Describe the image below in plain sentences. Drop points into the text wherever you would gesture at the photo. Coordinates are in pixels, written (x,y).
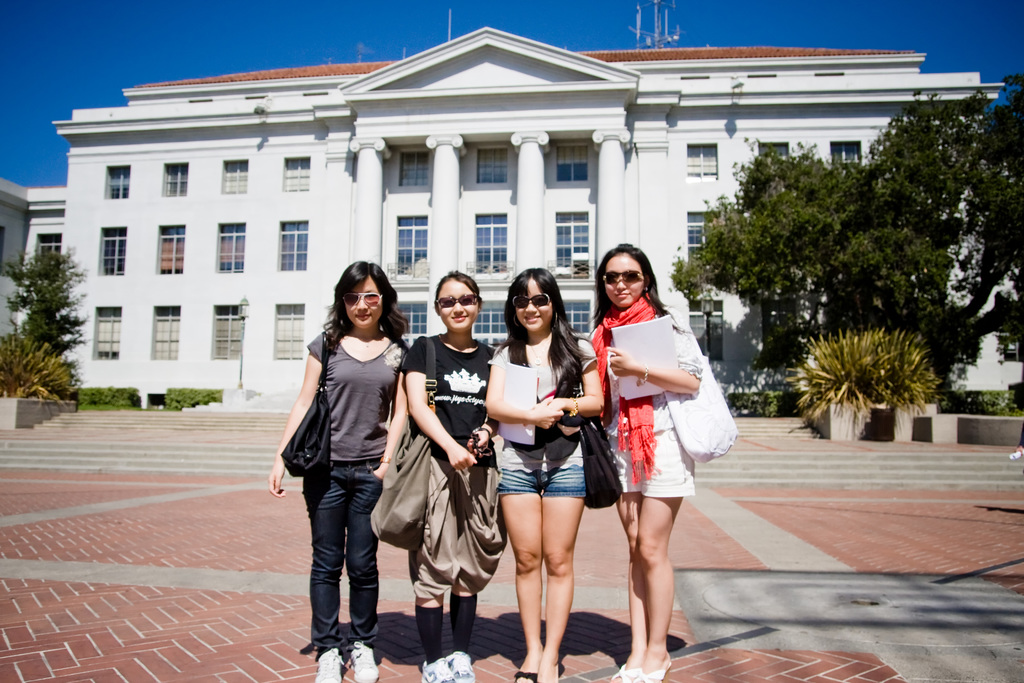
There are four women (373,406) standing and smiling. They wore goggles (367,301), dresses (346,374) and footwear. These are the handbags (400,495). This is the building (528,155) with windows (481,163) and pillars (446,184). This building (475,205) looks white in color. I can see bushes (195,397) and plants (899,392). These are the trees (54,309) with branches (994,236) and leaves (983,219). I can see the stairs (785,467).
